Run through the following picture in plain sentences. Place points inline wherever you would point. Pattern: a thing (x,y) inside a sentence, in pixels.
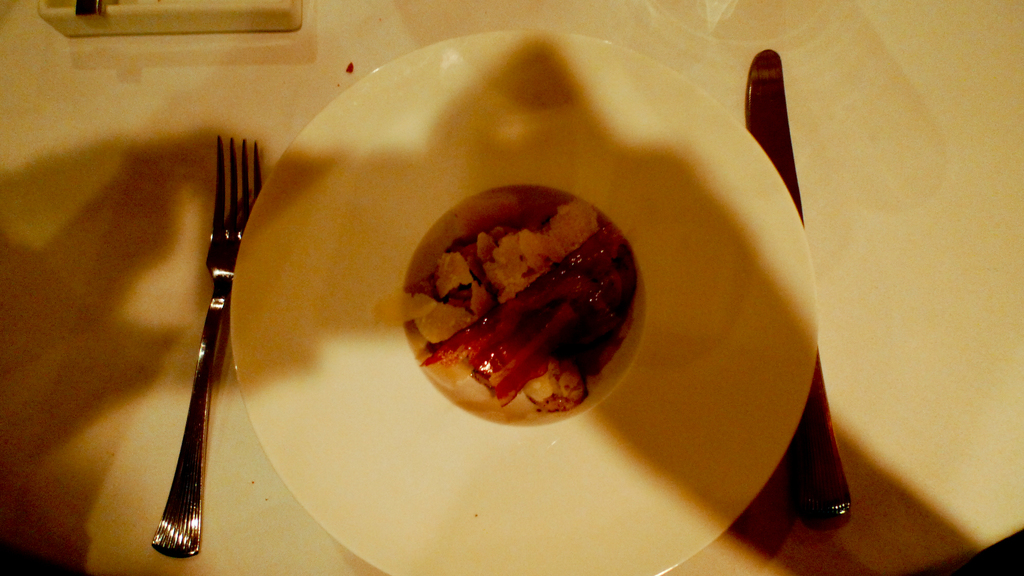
In this image I can see the food (515,355) and the food (495,350) is in cream and red color. The food (591,354) is in the plate (680,221), the plate (287,347) is in white color and I can see the fork (208,338) and the knife (840,483) on the white color object (890,470).
